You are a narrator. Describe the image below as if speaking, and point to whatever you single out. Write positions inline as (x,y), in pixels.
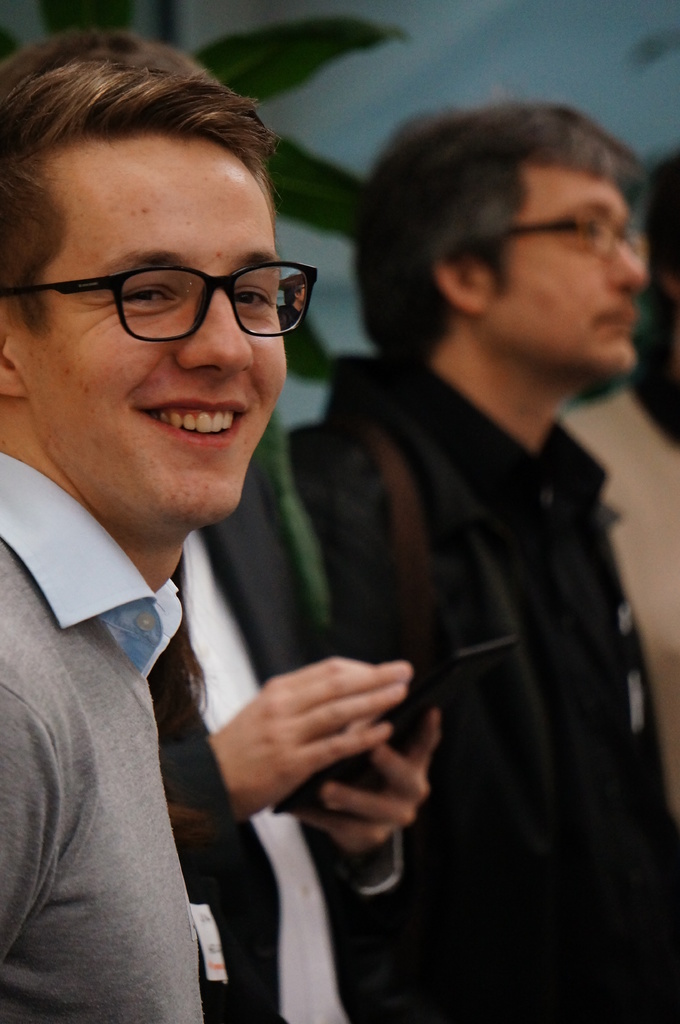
In this image I can see people (215,545), the person (155,539) in front (86,759) wearing gray color shirt (93,753) and the person (363,601) at back (450,551) wearing black color dress (561,431) and I can see leaves (323,188) in green color.
